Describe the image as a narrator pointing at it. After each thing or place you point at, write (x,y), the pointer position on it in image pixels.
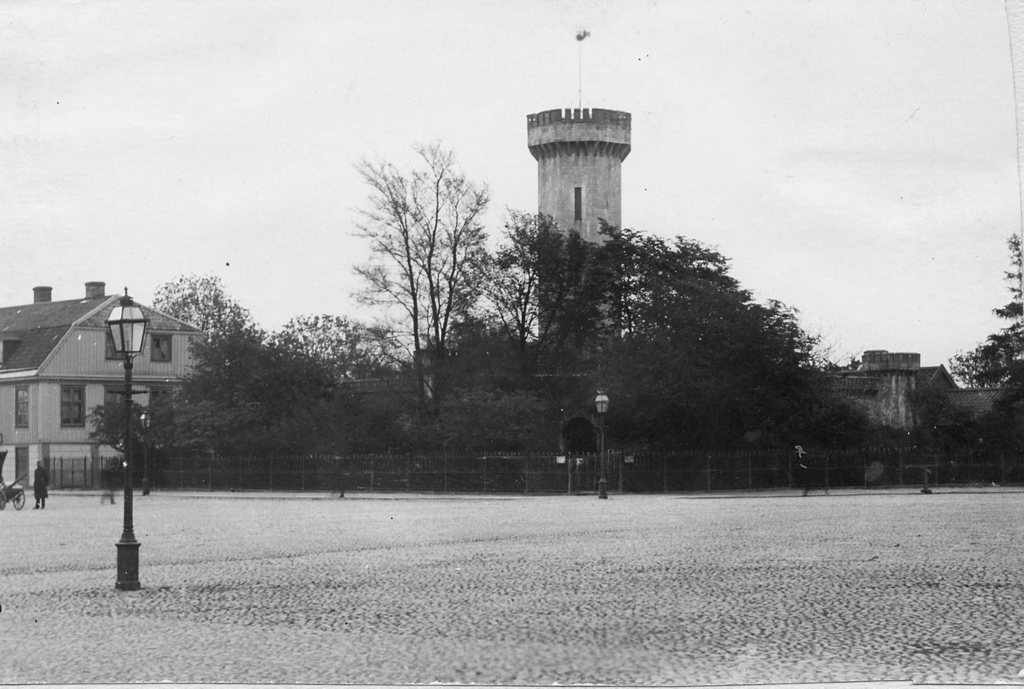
This image is clicked on the road (407,627). At the bottom (380,627), there is a road (455,631). To the left (71,398), there is a house (141,402). In the background (421,370), there are trees (743,321). At the top (151,113), there is a sky (175,134).
